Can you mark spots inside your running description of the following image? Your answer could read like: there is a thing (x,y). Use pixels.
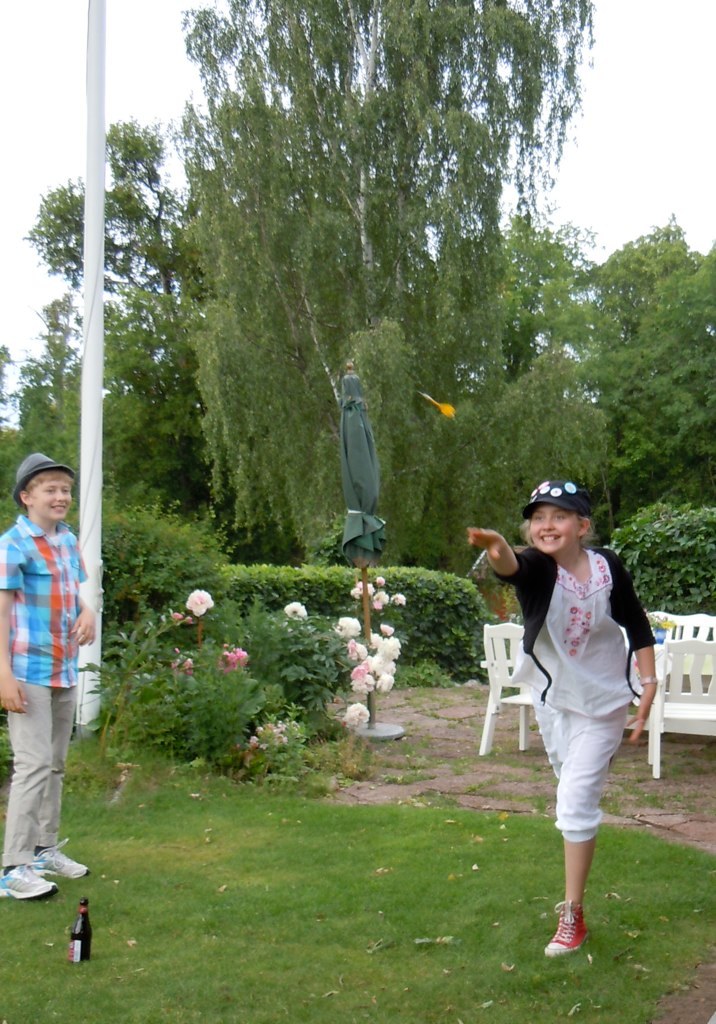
In this image I can see a two children's (547,681). Back Side I can see white chairs (677,674) and trees (377,320). We can see bottle (88,925) and umbrella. I can see a pole (104,158). The sky (634,153) is in white color.
